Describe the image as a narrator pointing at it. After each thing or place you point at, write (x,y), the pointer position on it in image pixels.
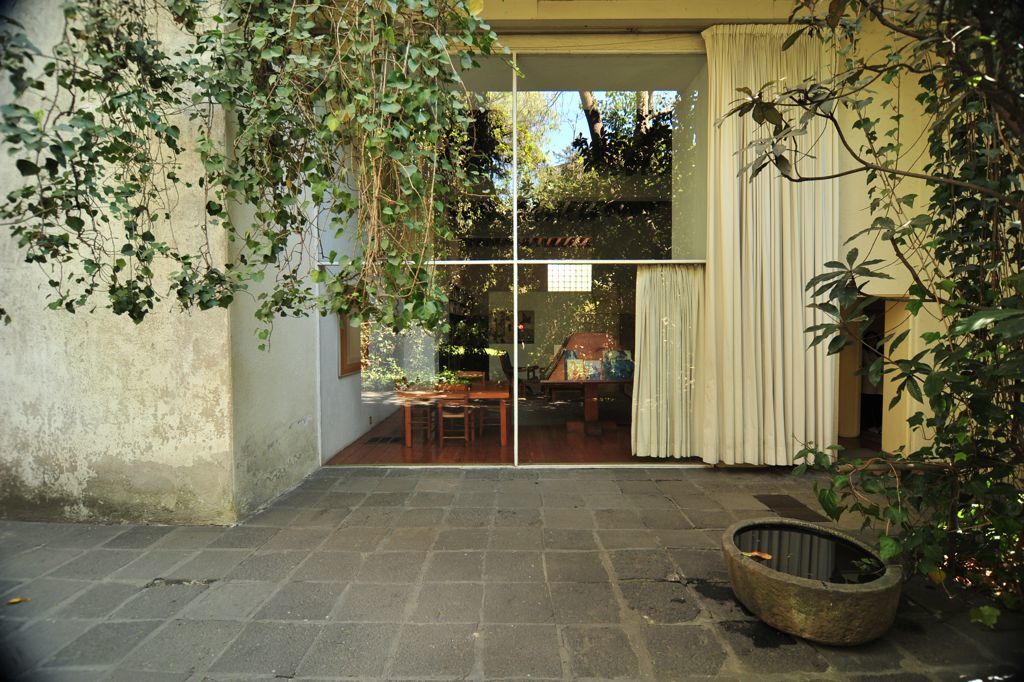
This is the curtain (745,417) hanging to the hanger (705,25). I can see a glass door (595,228). This looks like a wooden table (460,395) with chairs (459,411) inside the building (523,278). I can see the reflection (572,169) of the trees (602,162). In the glass door (647,162). These are the trees (377,128) with branches (377,128) and leaves (960,218). This looks like a water (818,572) in the pot (834,621).
